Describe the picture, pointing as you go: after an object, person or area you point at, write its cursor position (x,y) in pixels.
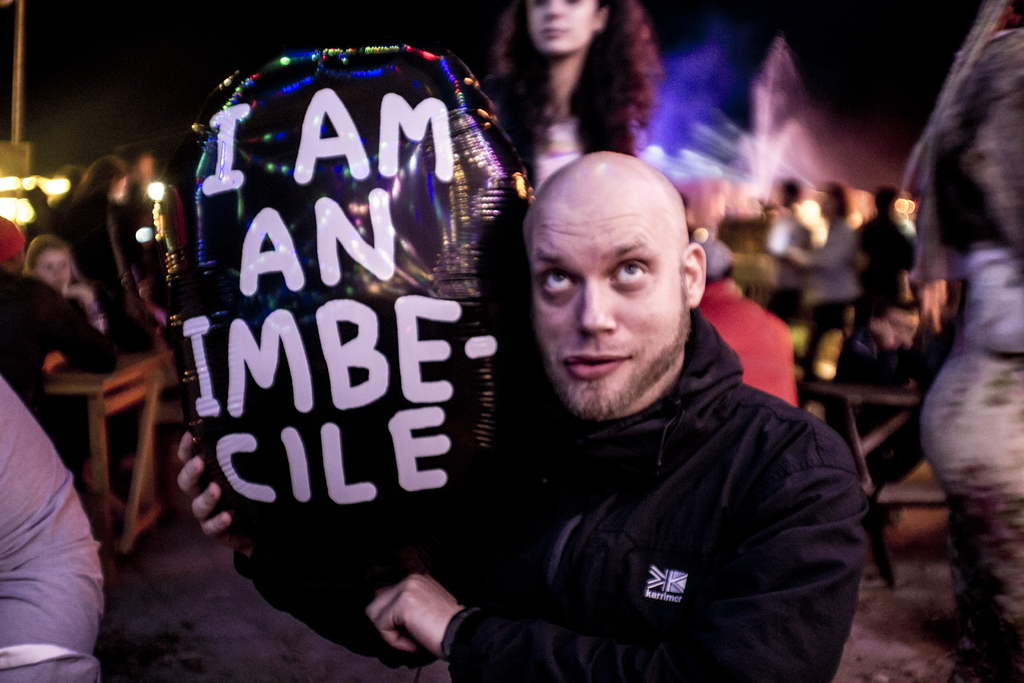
In the picture I can see a man (576,443). He is wearing a black color jacket (670,504) and looks like he is holding a big balloon (322,347) in his hands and I can see the text (425,340) on the balloon (284,363). There is a woman (589,106) at the top of the picture (532,25). In the background (110,187), I can see a few people (784,203). I can see the wooden tables (153,367) on the ground (166,477). It is looking like a fountain (774,167) in the background (764,172).
